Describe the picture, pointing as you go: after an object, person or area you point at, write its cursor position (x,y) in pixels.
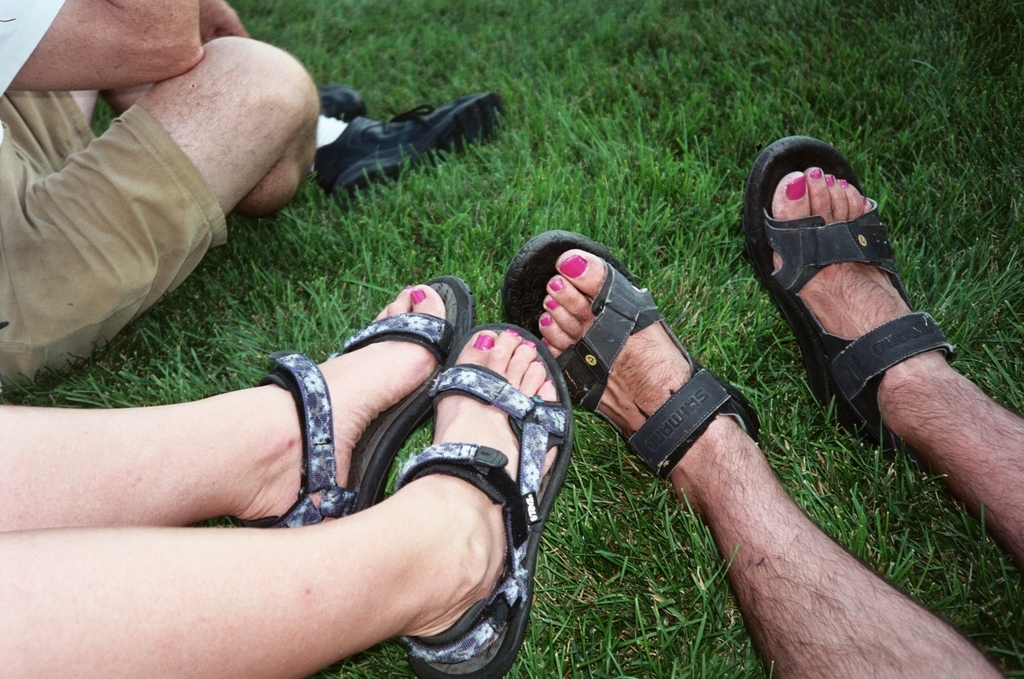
In this image, I can see two people legs (760,551). They wore footwear (591,389). Here is a person (108,176) sitting on the grass (612,203).
